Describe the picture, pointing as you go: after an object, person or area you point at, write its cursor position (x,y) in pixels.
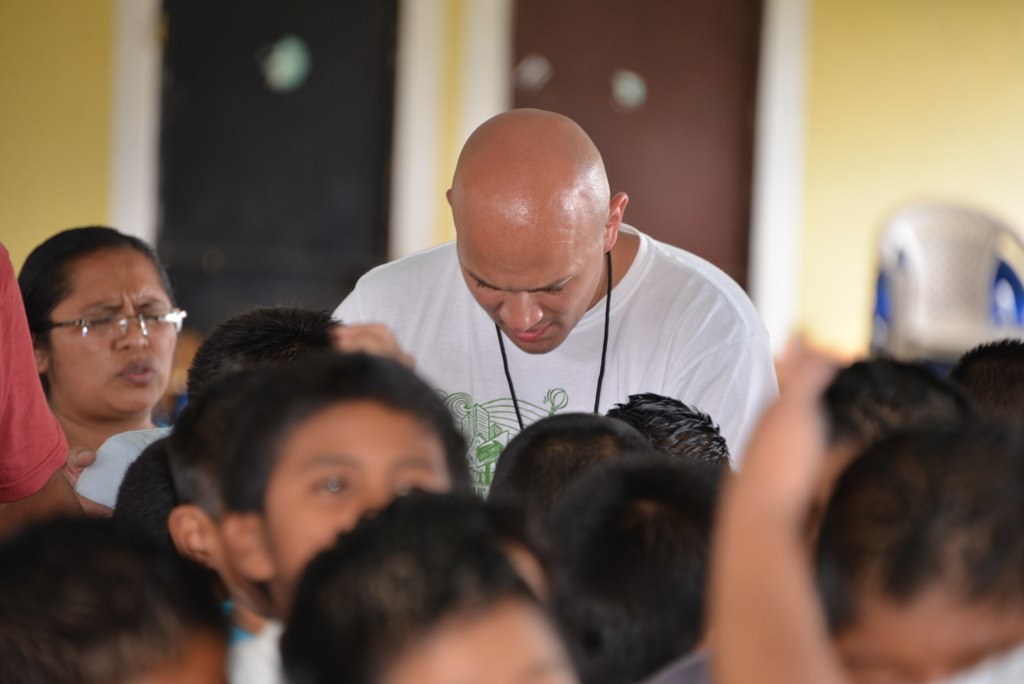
There is a person (701,331) wearing white shirt (638,337) is standing and there are few kids (568,525) in front of them and there is a woman (118,352) in the left corner (107,331).
